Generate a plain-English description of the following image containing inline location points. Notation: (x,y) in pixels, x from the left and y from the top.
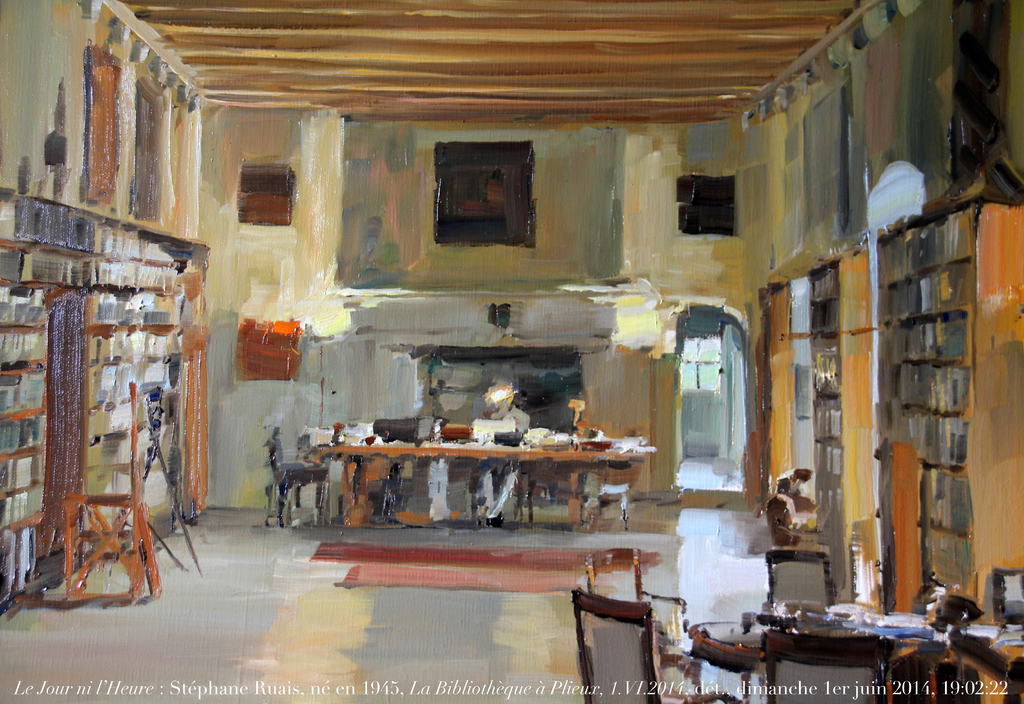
This is a picture of painting. In this picture we can see the chairs (817,650), ceiling (578,28), wall (996,564), racks (162,292), table (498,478), few objects (149,294) and a person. At the bottom portion of the picture (996,689) there is something written.
